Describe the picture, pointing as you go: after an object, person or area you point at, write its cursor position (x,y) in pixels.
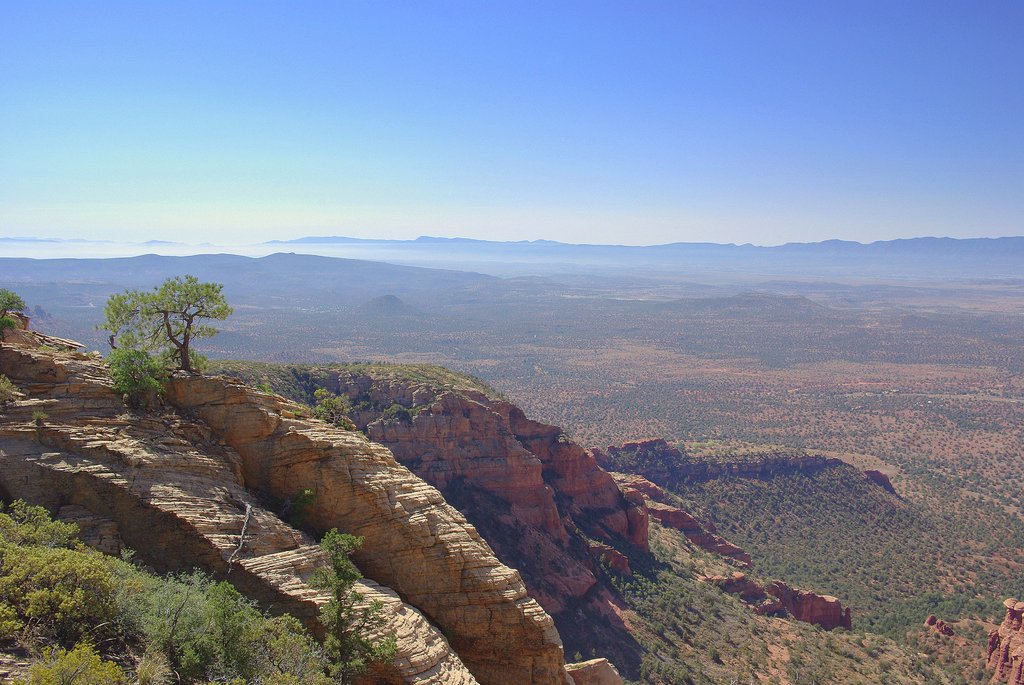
In this image at front (332,666) there are rocks (353,492), trees (195,326). At the background (345,282) there are mountains (309,273) and sky (498,141).
